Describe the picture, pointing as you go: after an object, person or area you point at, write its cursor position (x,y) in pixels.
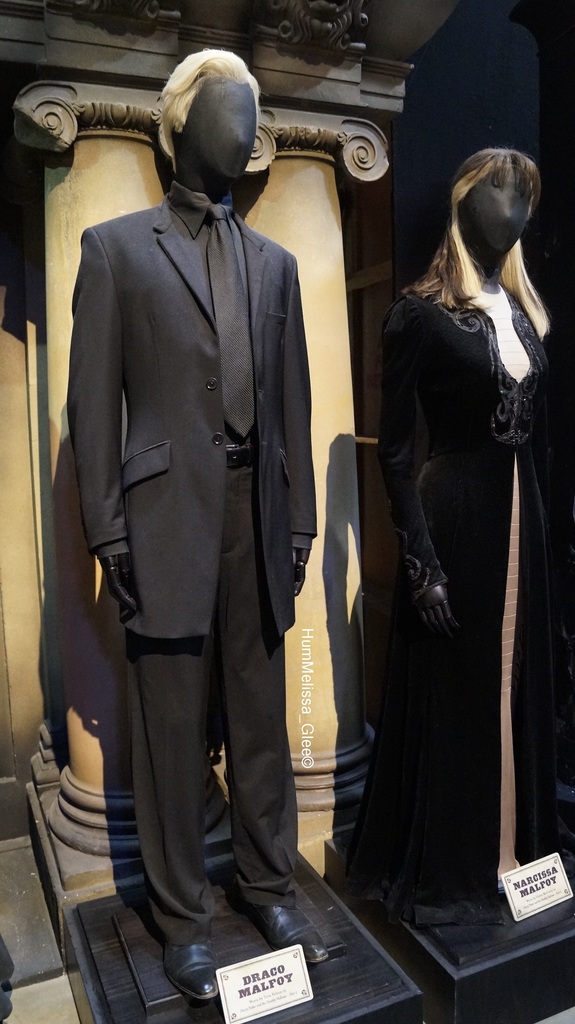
In this picture there are two statues (393,444) wearing black clothes (191,499) and there are some other objects (102,218) in the background (151,128).
